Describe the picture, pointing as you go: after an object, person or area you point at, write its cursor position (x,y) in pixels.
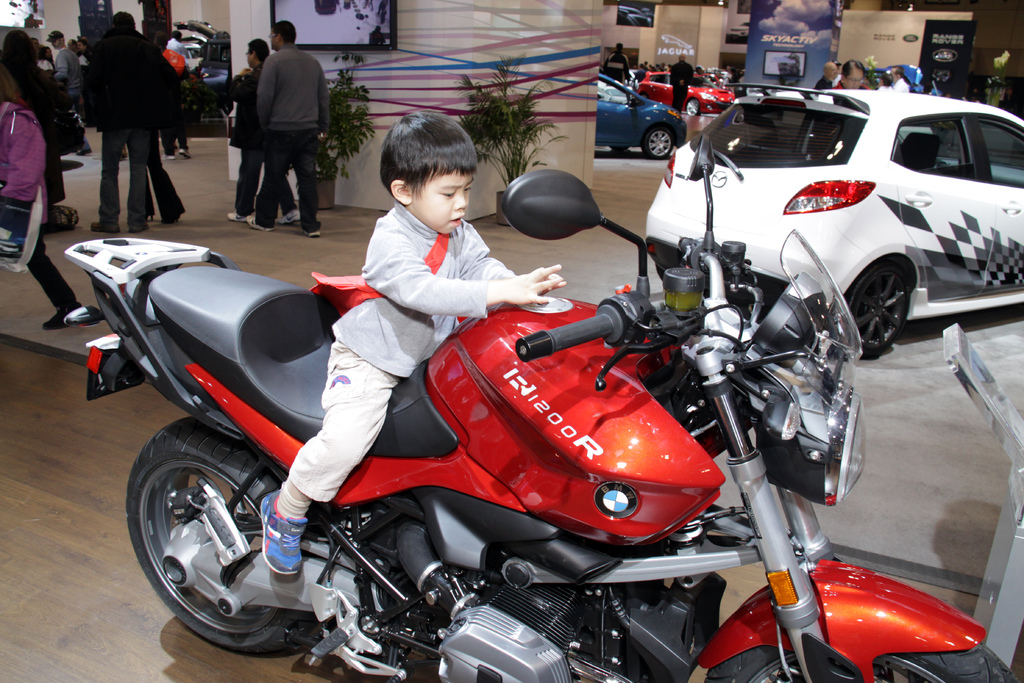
In this we can see a boy (445,297) sitting on the bike (336,315), and at back (855,126) here is the car (735,149) parked on the floor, and at back (14,74) here a group of people (676,84) are standing, and here is the television (327,42), and here are the trees (493,143).
